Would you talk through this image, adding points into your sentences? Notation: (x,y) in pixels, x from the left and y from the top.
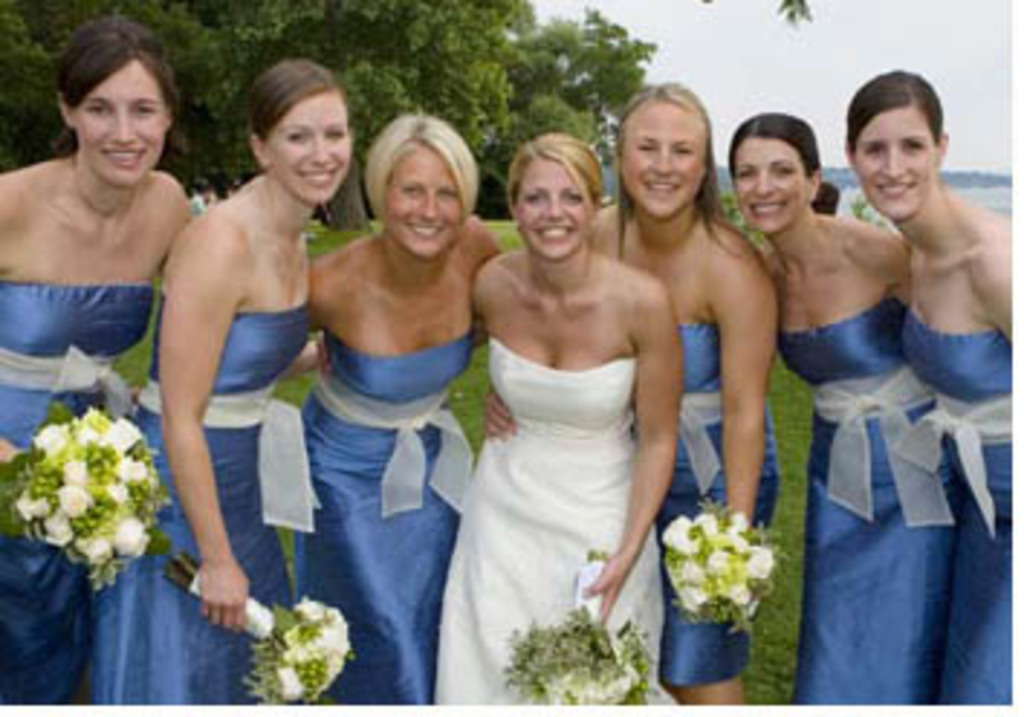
Here we can see a group of women (206,223). These women (754,220) are smiling and holding bouquets (735,548). Background (437,65) there is a grass (797,485), sky (676,50) and trees (423,65).
